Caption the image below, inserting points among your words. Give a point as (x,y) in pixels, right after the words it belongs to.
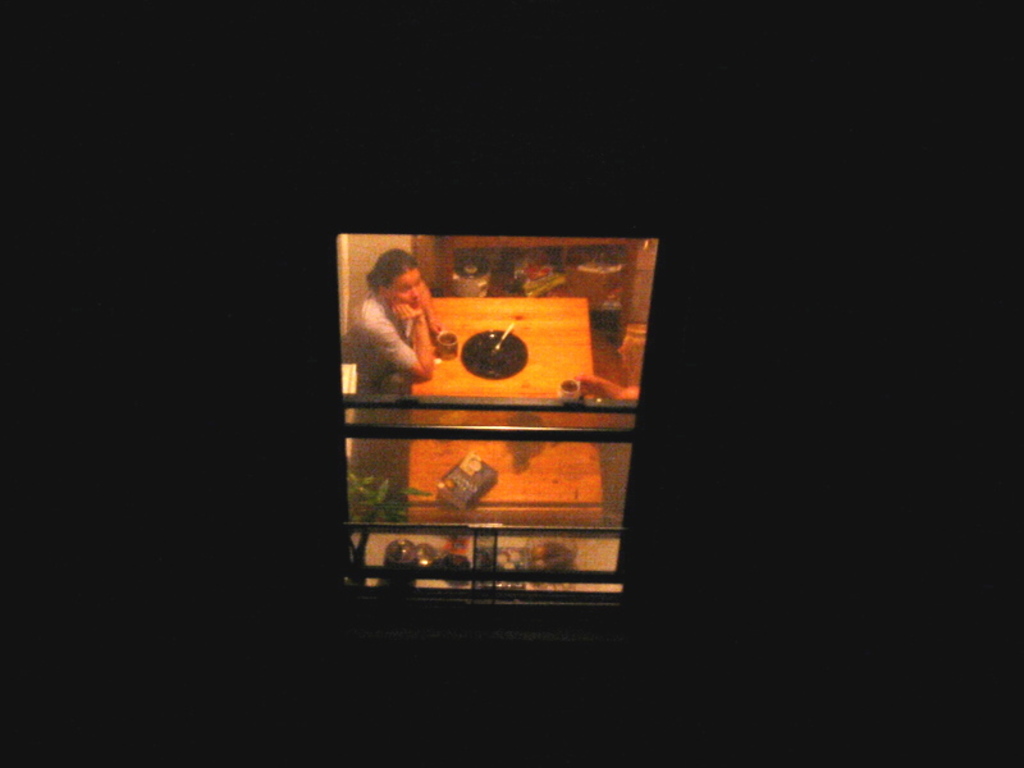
In this image there is a wall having a window (514,467). Behind the window (351,426) there is a woman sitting at the table (505,396). On the table (491,380) there is a plate (483,352), cup (453,342) and a book (488,488) are on it. Beside the woman (400,354) there are few plants (382,492). Few objects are on the shelf (425,545). Right side there is a person's hand (604,392) holding a cup (573,382) is visible.
